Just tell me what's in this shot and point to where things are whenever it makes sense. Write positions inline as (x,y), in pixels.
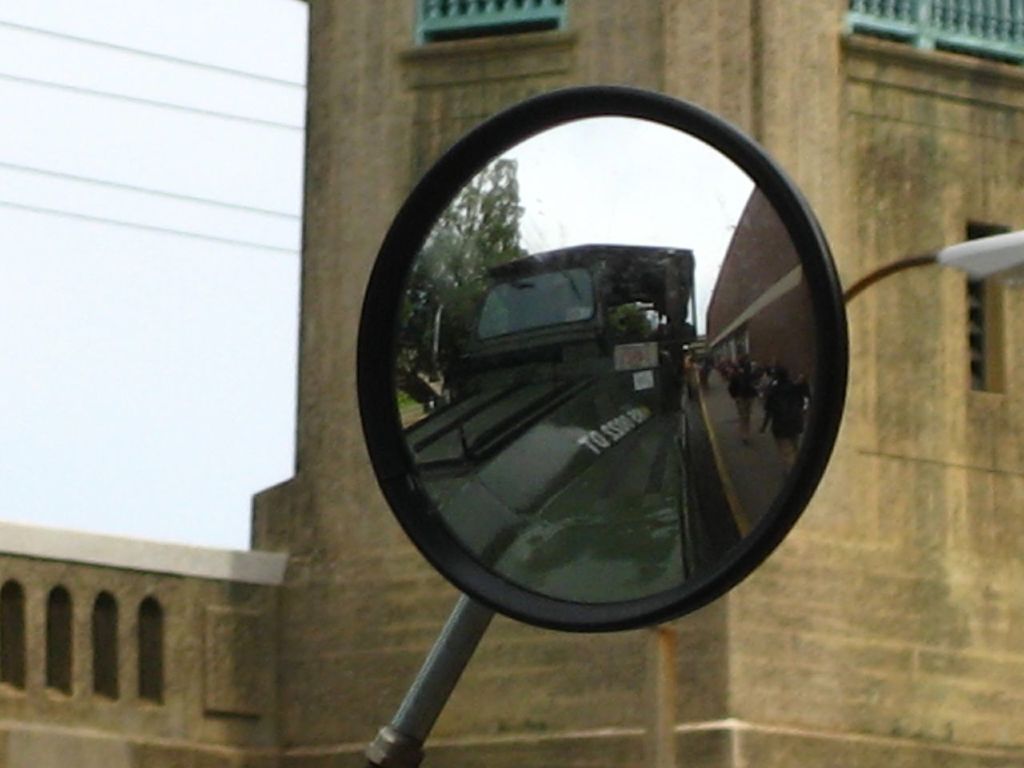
We can see vehicle side mirror (726,507), through this side mirror (672,298) we can see vehicle (527,417), people (702,361), wall (754,330), trees (494,196) and sky (712,267). In the background (664,39) we can see building (114,701), wires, light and sky (93,293).
